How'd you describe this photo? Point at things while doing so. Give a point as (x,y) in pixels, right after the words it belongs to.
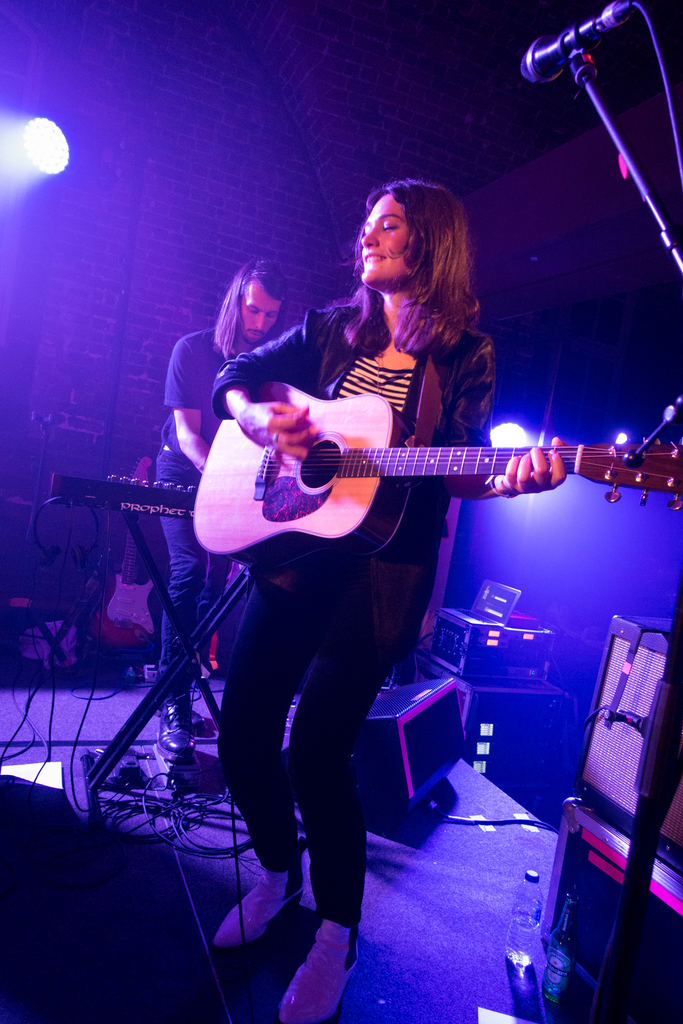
In this picture i could see two persons (260,376) performing musical show on the stage (451,861) in the front (410,368) a girl (408,420) is holding a guitar (356,478) in her hands (278,448) and in the back (195,357) a person (190,413) is using a key board (163,501) to play music. In the background (35,149) i could see some flashlights (52,138).
